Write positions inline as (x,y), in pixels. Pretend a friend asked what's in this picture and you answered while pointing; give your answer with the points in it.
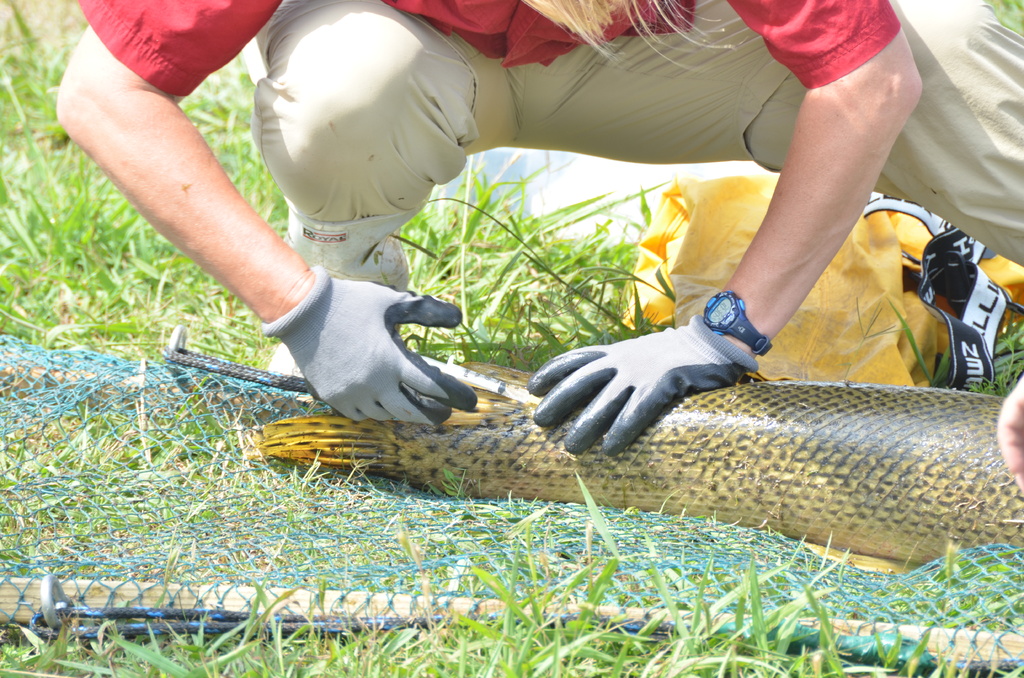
At the top of this image (541,127), there is a person (682,71) in a red color shirt (140,30), wearing gray color gloves (397,323) and holding a fish (745,405), which is on a net (903,617). This net (515,518) is placed on the grass (29,337) on the ground (866,614). Behind this person (815,245), there is a yellow colored cloth (911,323) and a white color object (626,188) on the ground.
